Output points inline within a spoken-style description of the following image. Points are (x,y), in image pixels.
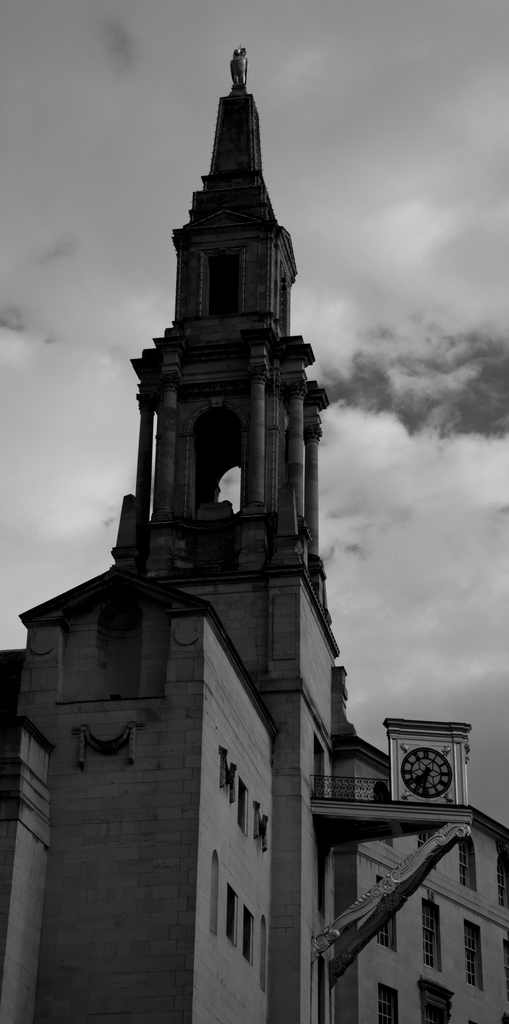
This is a black and white image, in this image there is a building (254,739), at the top of the image (404,203) there are clouds (288,193) in the sky (472,348).
